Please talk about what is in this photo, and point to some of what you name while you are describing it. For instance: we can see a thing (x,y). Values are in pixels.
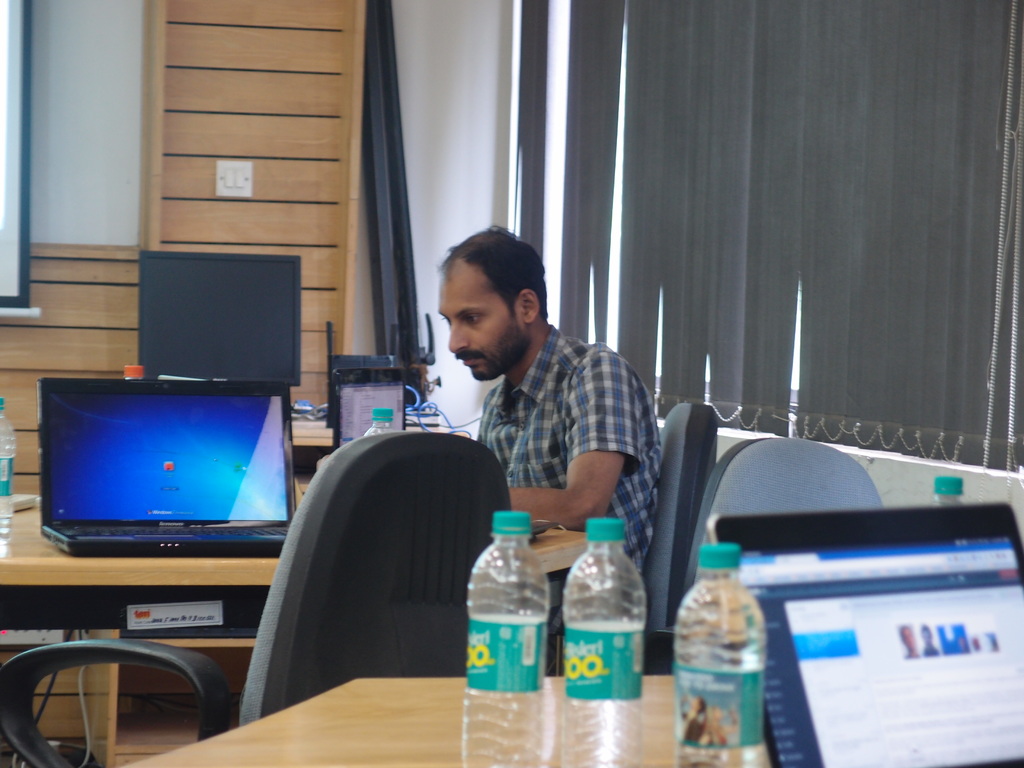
This is the picture of a man (515,491) sitting on a chair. In front of the man (604,497) there is a table (233,559) on the table (178,557) there are laptop (266,526), bottles (539,645). Background of the man (546,413) is windows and a wooden wall (254,60).
